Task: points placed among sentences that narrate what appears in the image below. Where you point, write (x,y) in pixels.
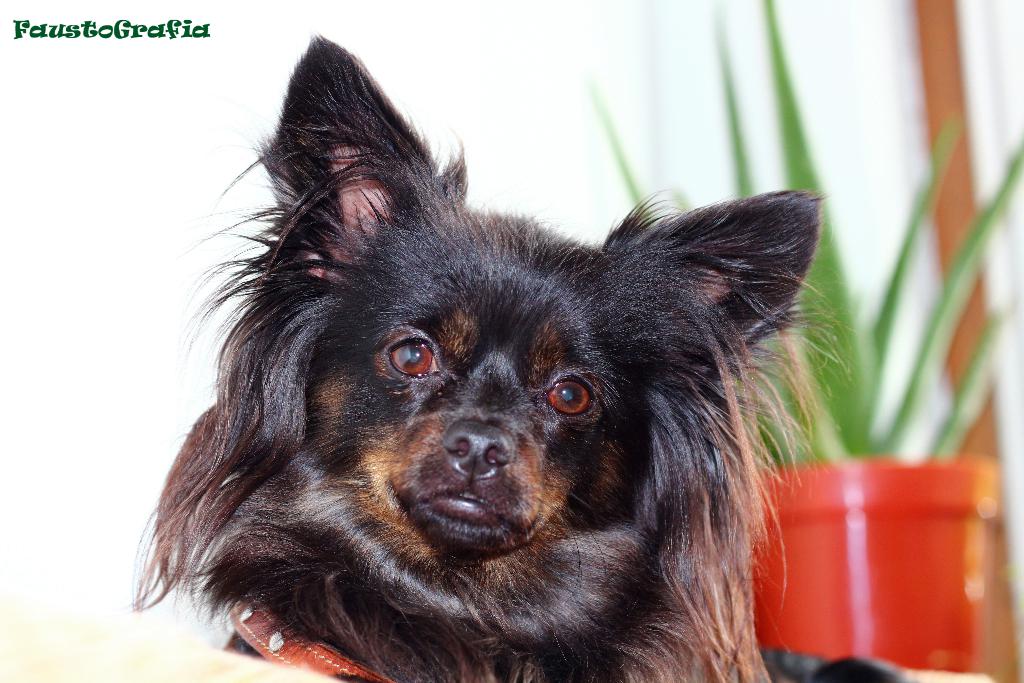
In this picture I can see a dog (473,430). In the background (819,445) I can see a plant pot (862,459). Here I can see a watermark (84,28).
